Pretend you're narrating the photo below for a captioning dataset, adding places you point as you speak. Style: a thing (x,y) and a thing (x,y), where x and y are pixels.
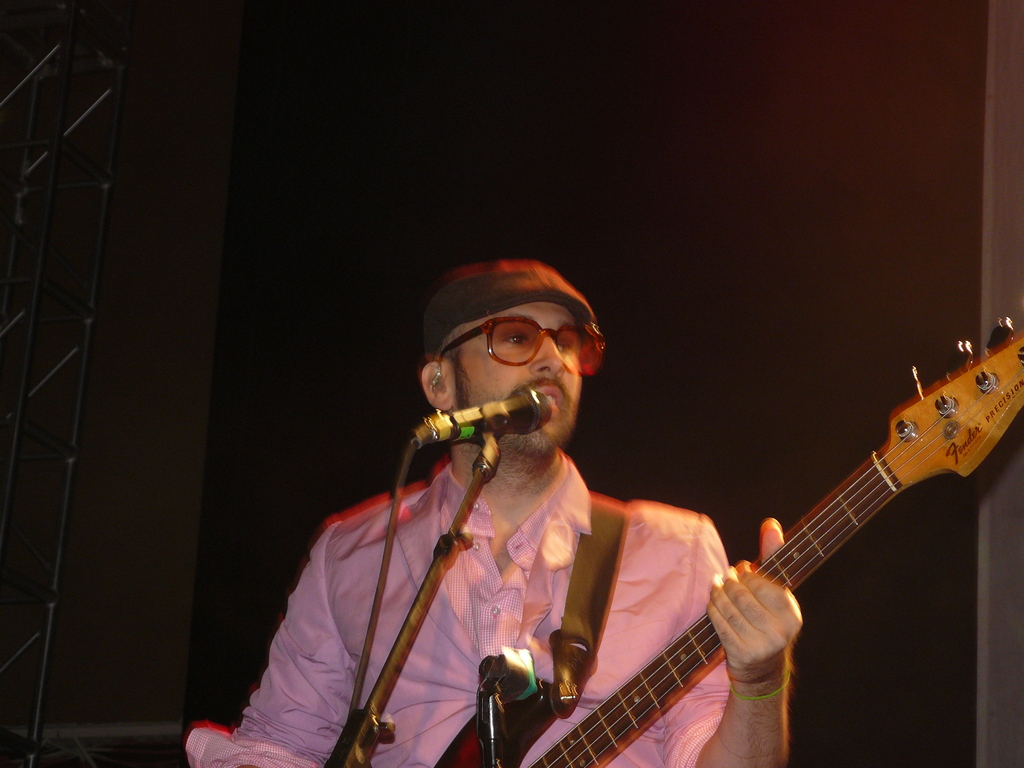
As we can see in the image there is a man (568,723) holding guitar (602,711) and in front of him there is a microphone (477,430).
